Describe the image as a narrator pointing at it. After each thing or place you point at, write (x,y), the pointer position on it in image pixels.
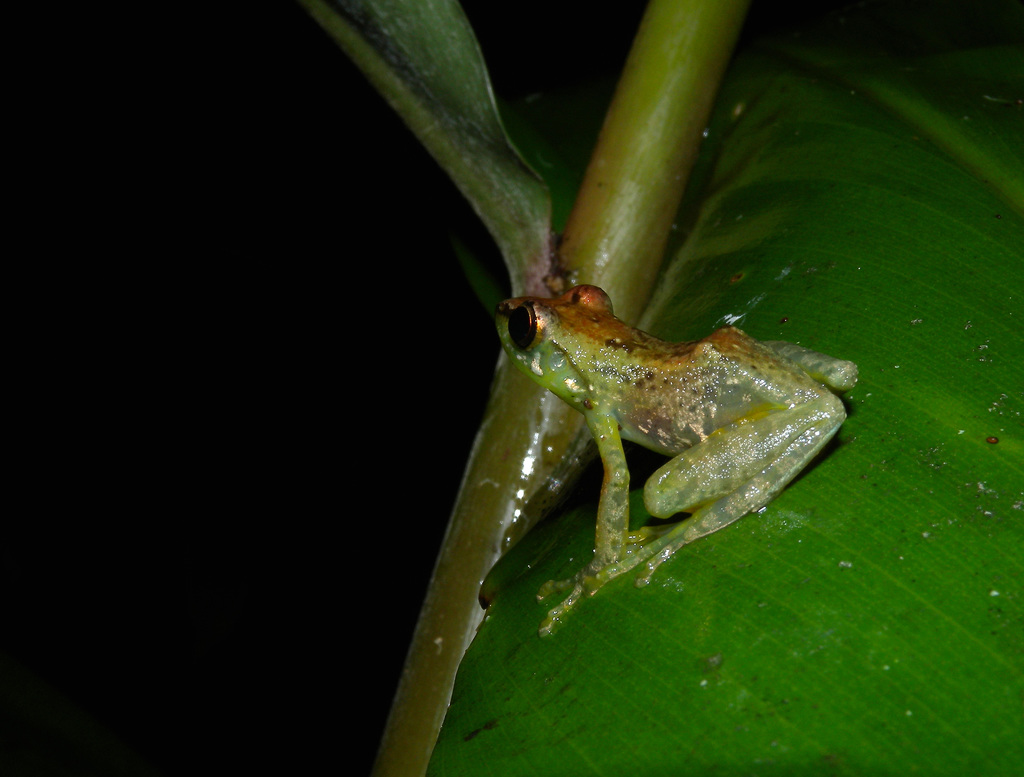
The frog (704,417) is sitting on the leaf (797,278).
